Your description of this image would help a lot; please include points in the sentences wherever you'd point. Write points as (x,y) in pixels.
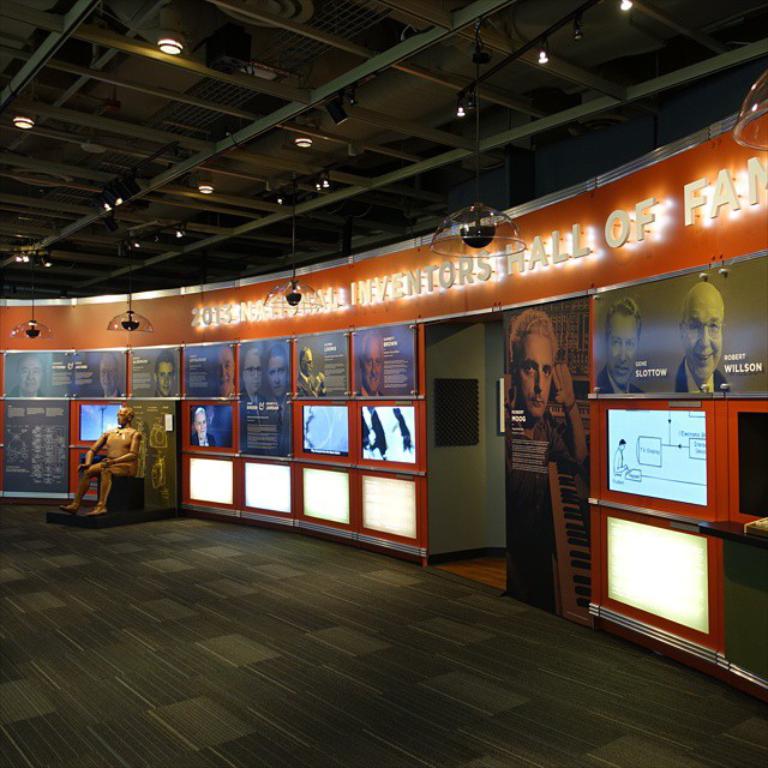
In this picture we can see the screen (391,448) and posters (261,445) on the wall (300,469). On the left (106,496) there is a statue (62,508) who is sitting on the chair (129,490). At the top (543,123) we can see the pipes (148,47), lights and shed (151,61). On the right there is a door (465,461).
